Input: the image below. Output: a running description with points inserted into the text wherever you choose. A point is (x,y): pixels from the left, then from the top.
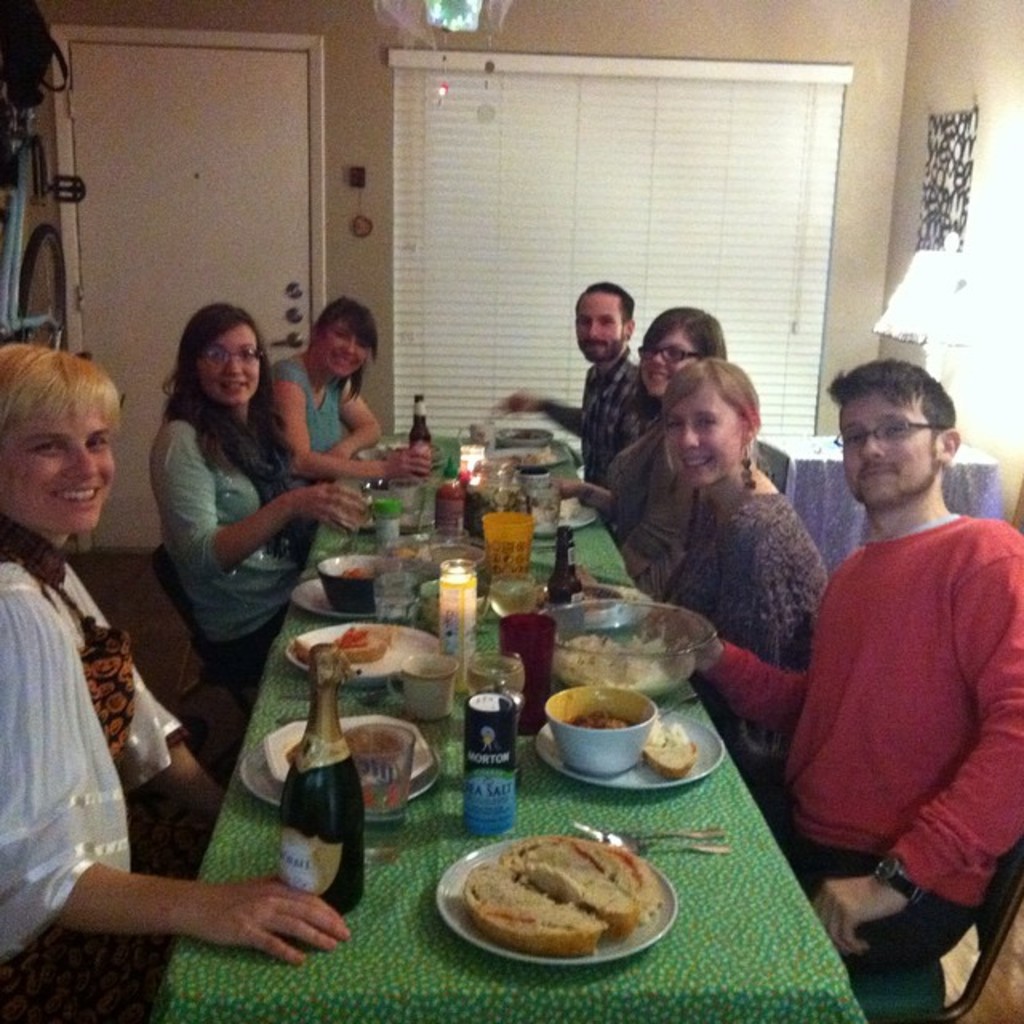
In this picture there are group of people (933,687) who are sitting on the chair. There is a bottle (336,819), bowl (634,753), plate (657,784), glass (411,610) and food (585,652) on the table (599,987). There is a dish (624,685), fork (650,837), spoon (637,841) on the table (656,820). There is a light (453,26) and a lamp (911,330). There is a door (278,211).
